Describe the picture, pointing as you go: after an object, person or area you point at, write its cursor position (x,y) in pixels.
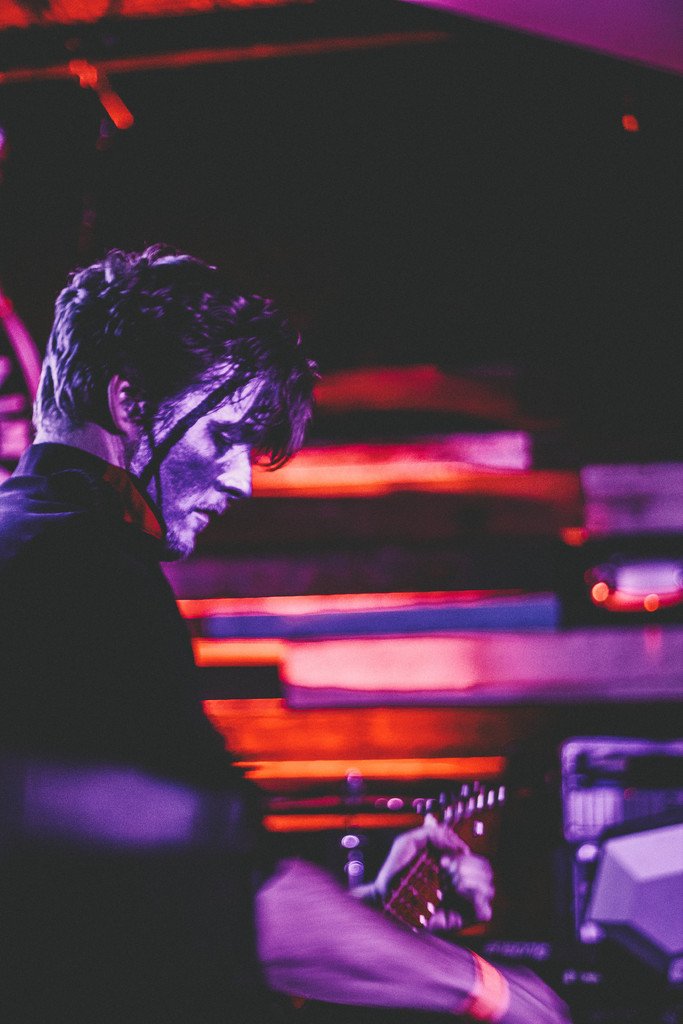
In this image we can see a person (204,912) playing a musical instrument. There are few wooden objects (448,666) in the image. There is a musical instrument (627,836) at the right side of the image (581,824). There is a dark background (519,171) at the top of the image (519,237).
